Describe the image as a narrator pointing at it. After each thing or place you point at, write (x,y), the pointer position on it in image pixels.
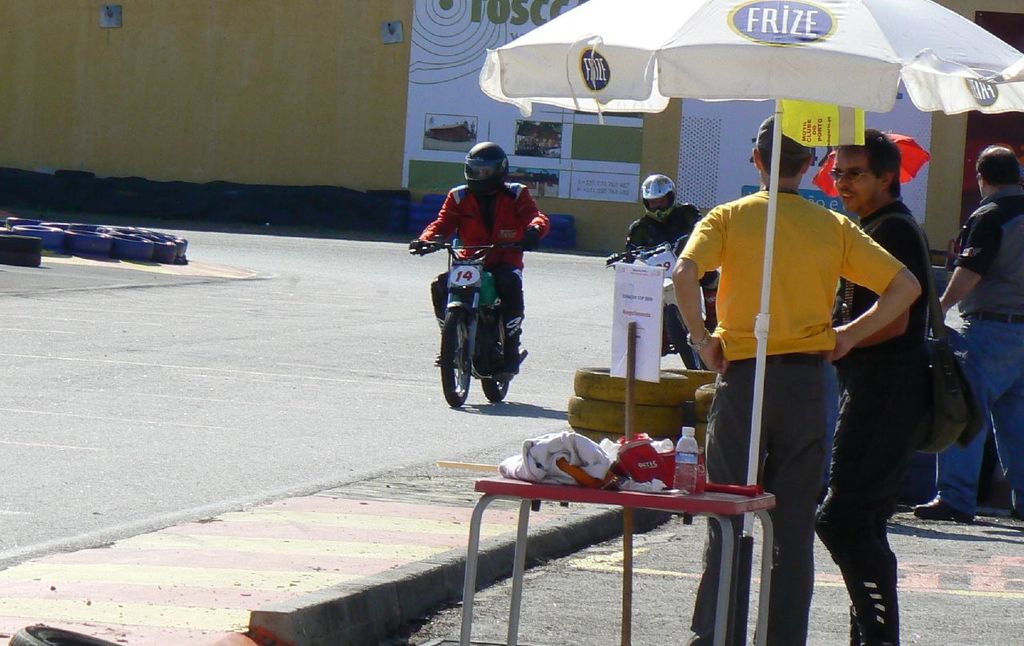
This image is clicked outside. There is a motorcycle (491,321) and a person (473,193) is sitting on it. He is wearing helmet (471,179). There is umbrella (873,16) and a table (484,482) is under that. There are water bottle (676,461), clothes (538,459) and Cap (636,465) on that table (678,503). People (680,307) are standing near that umbrella (763,380). There are tyres (59,236) on the left side (85,245).
